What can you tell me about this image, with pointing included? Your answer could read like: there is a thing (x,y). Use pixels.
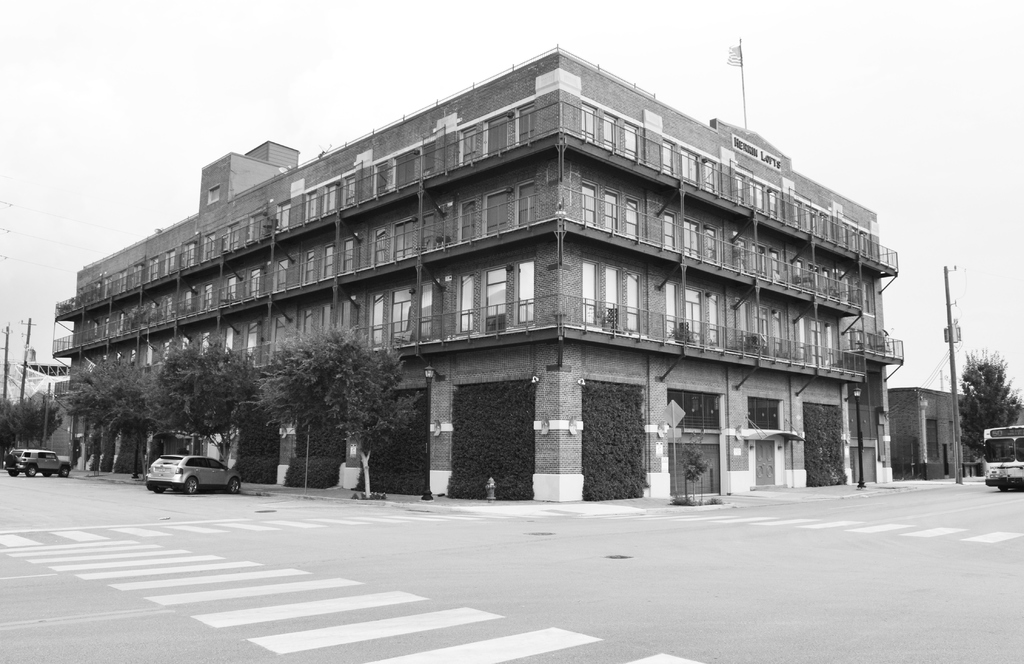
It is a black and white image. In the middle (358,252) there is a building (629,321), on the left side (163,387) there are trees (184,412). At the bottom (168,471) two cars (150,469) are parked, at the top (328,37) it is the sky (349,37).
